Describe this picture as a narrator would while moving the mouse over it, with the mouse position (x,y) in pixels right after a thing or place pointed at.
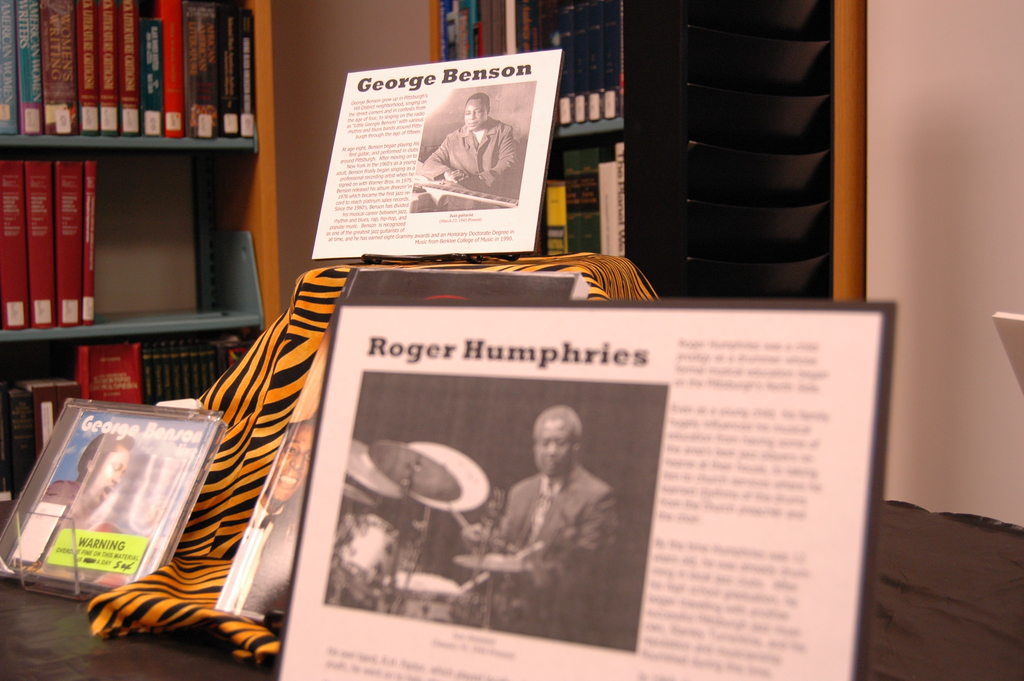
In this picture we can see photo frames (356,671) on the platform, here we can see a cloth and in the background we can see the wall (899,22), shelves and books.
